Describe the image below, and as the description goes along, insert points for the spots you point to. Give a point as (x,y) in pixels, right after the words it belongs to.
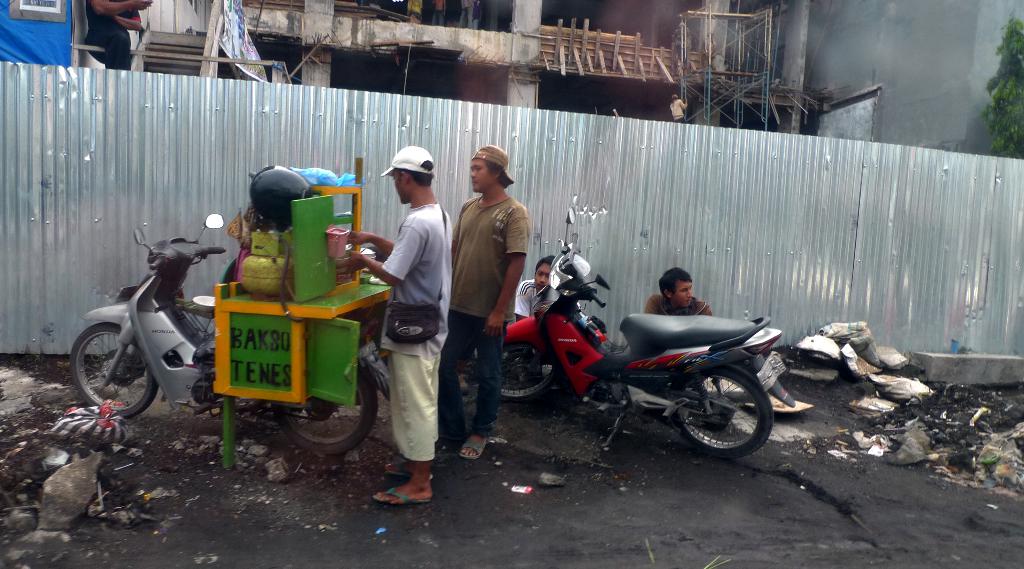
In this image in front (422,193) there are two people (399,315) standing in front of the table (242,346) and on top of it there are few objects (246,273). Behind them there are two people (528,307) sitting on the road (677,448). There are two bikes (592,342) parked on the road (641,430). At the center of the image (551,215) there is a metal fence (801,223). In the background of the image (626,68) there are buildings (810,41) and trees (996,115).
